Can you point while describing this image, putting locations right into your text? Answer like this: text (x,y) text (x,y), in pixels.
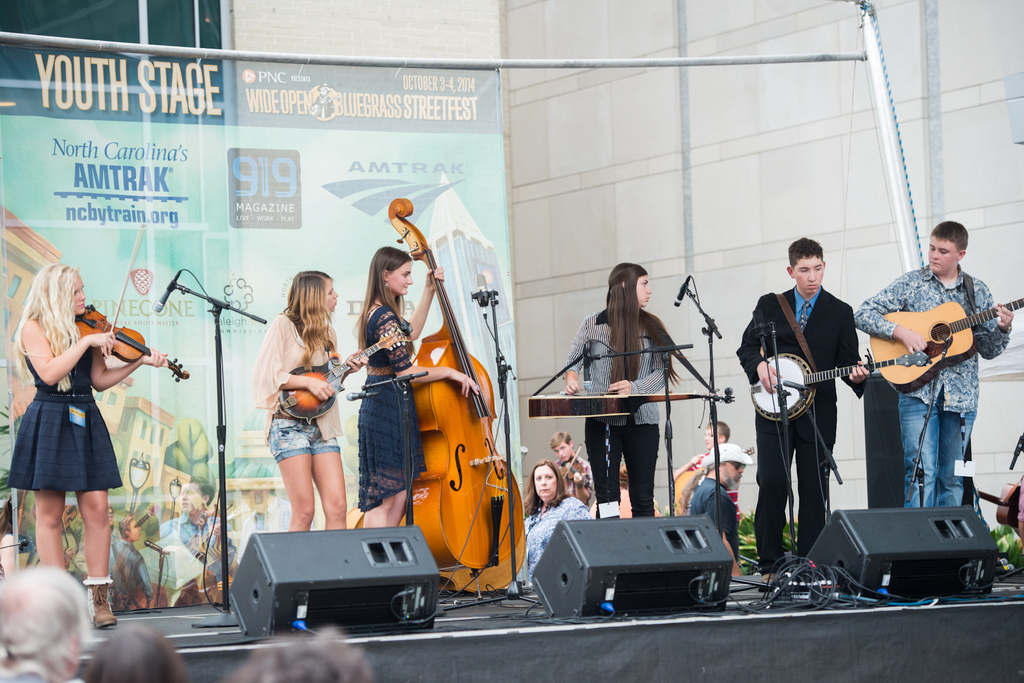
In this picture we can see some group of people (921,306) playing musical instruments (142,342) such as violin (120,333), guitar (907,373) and in front of them there are mics (347,398), wires (808,561), speakers (279,570) and in background (455,130) we can see banner (494,221), wall (583,156), some more persons (692,464).
